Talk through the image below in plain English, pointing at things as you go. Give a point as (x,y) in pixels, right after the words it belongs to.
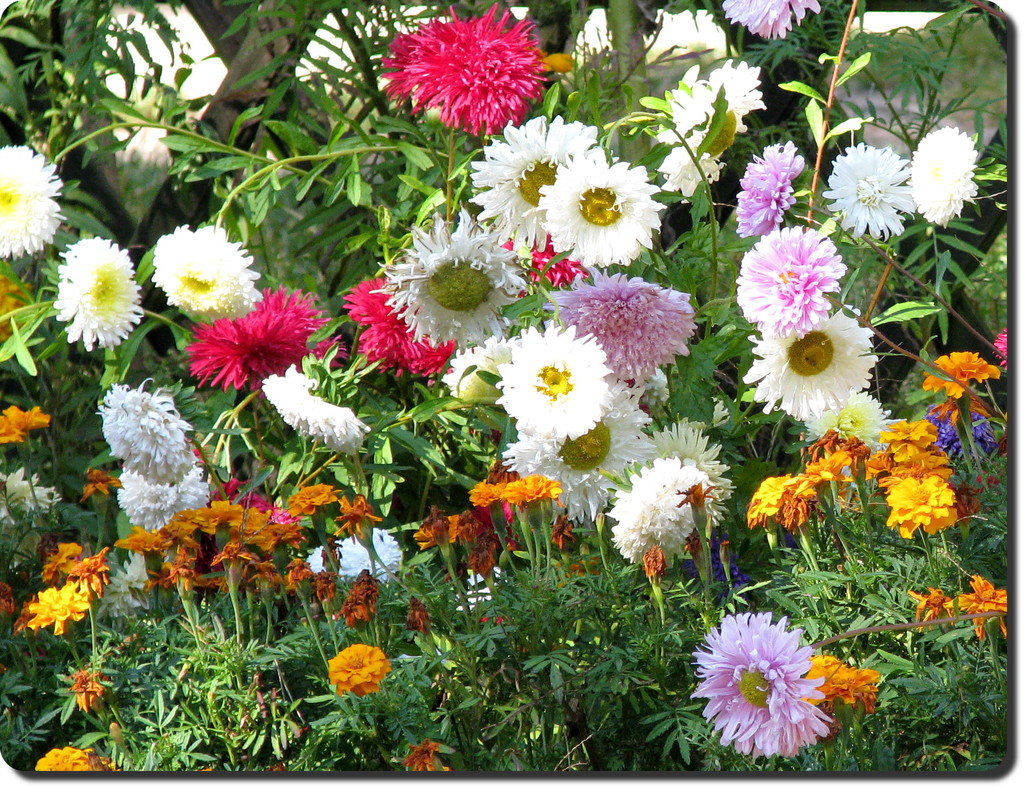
This picture is clicked outside. In the foreground (452,563) we can see the plants (245,705) and flowers (544,338) of different colors and different species and we can see the leaves (321,169). In the background (272,55) we can see the ground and some other objects (257,105).
